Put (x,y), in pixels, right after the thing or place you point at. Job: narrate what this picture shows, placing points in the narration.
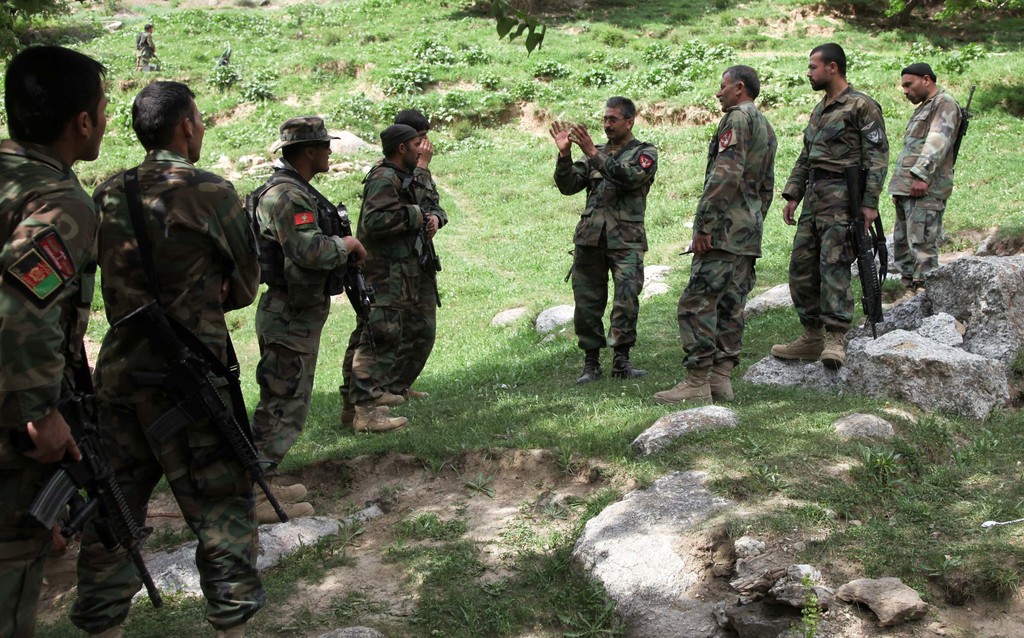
In this image I can see number of people (348,248) are standing. I can see all of them are wearing uniforms (21,400) and few of them are carrying guns (858,237). I can also see grass (565,87) and shadows (886,495).
